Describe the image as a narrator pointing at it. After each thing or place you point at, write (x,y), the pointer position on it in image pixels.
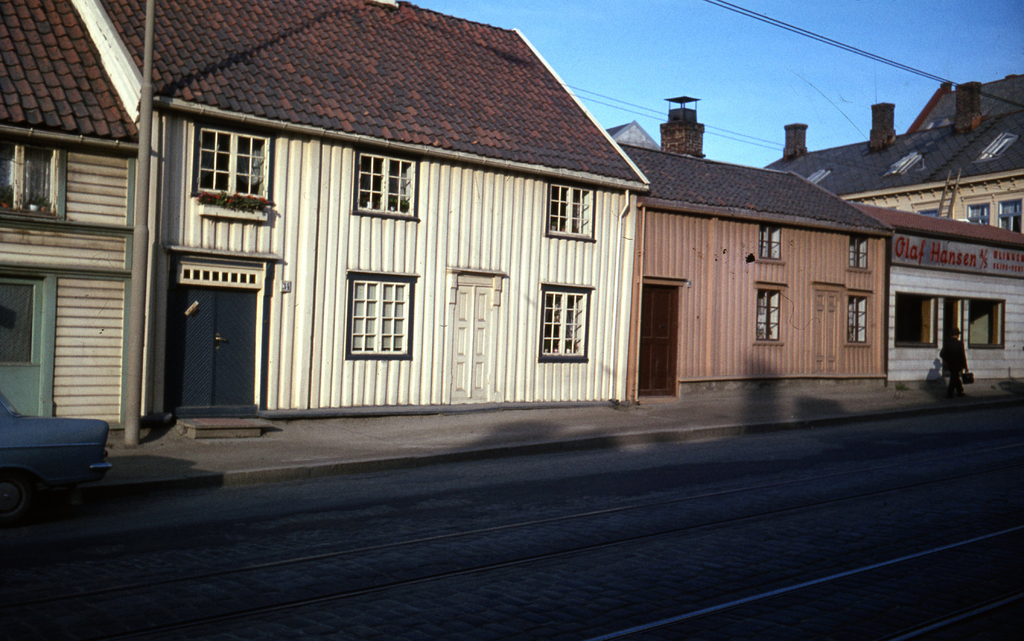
In this image there are few houses (162,393). Left side there is a pole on the pavement (660,421). Right side a person (956,370) is walking on the pavement (920,397). Left side (80,450) there is a vehicle (96,462) on the road (611,576). Top of the image (749,78) there is sky (743,70).
